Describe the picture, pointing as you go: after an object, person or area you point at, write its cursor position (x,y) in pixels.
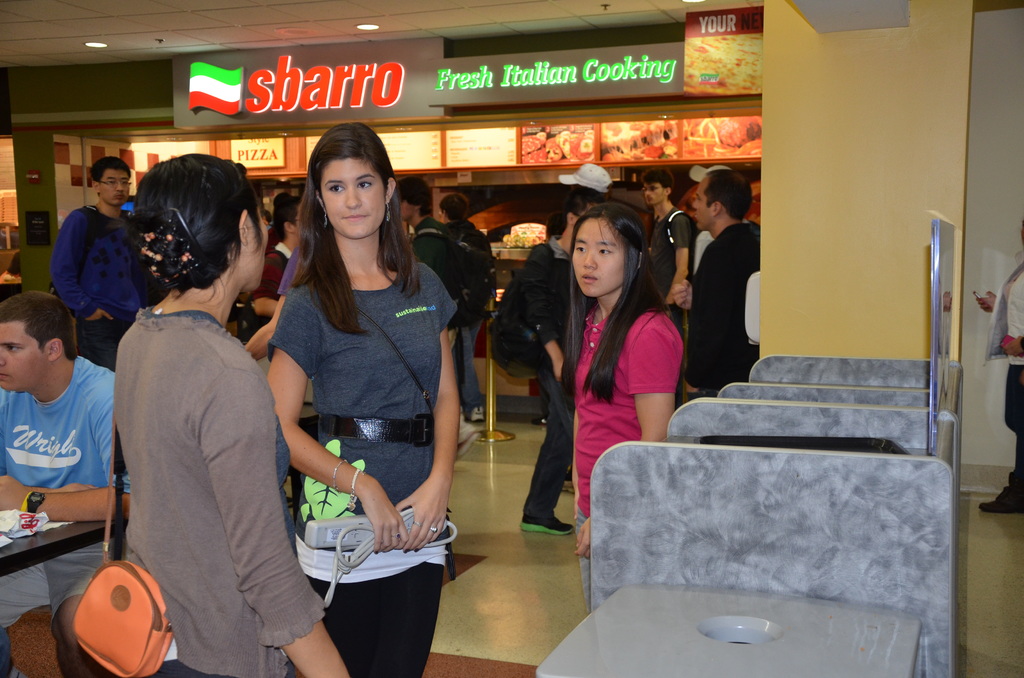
In this image I can see a woman (397,346) wearing blue top (360,373) and black pant (402,594) and another woman (215,519) wearing brown colored dress (201,443) are standing and I can see a woman (313,509) is holding a white colored object (339,535) in her hand (369,506) and another woman (231,466) is wearing orange colored bag (106,580). In the background (198,129) I can see few other persons (634,316) standing, a person (86,433) wearing blue t shirt (85,429) is sitting on a chair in front of a table (46,533), the ceiling (247,34), few boards (258,123) and few lights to the ceiling (147,39).
